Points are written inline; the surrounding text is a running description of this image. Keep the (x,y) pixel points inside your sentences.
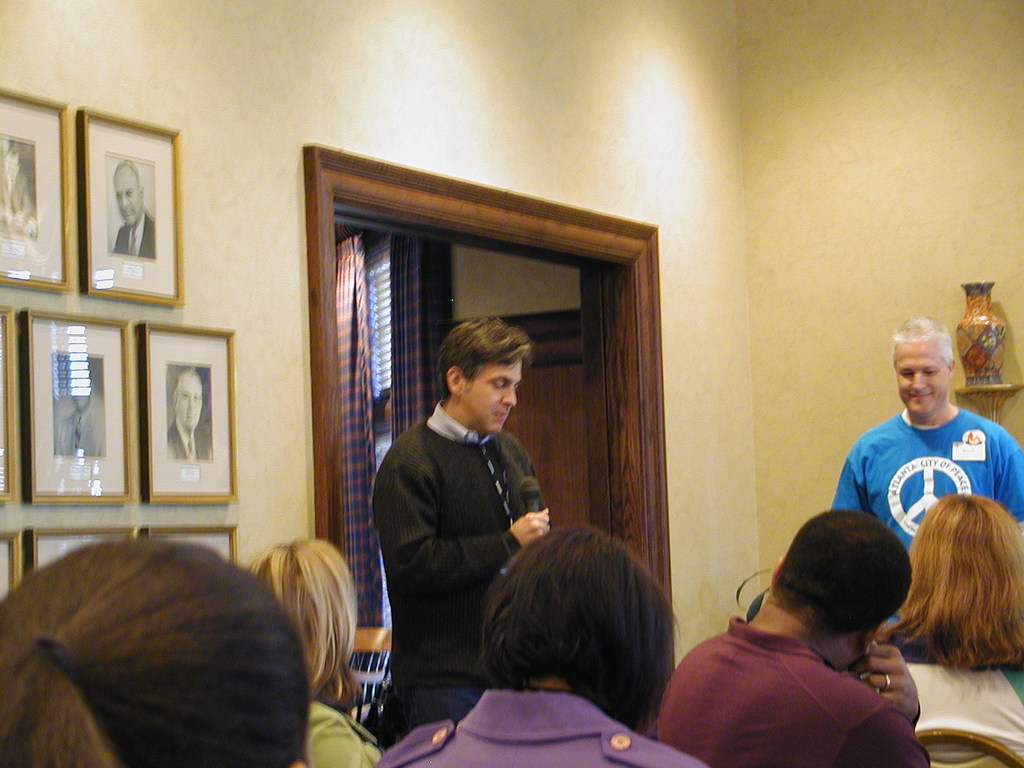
In the foreground of the picture (517,601) we can see group of people (435,573) and chair (365,647). On the left (107,330) there are frames (157,283) and wall (228,253). In the middle of the picture (604,331) we can see door (504,319), curtain (409,290) and wall (916,277). On the right (985,349) there is a flower vase (998,333).
